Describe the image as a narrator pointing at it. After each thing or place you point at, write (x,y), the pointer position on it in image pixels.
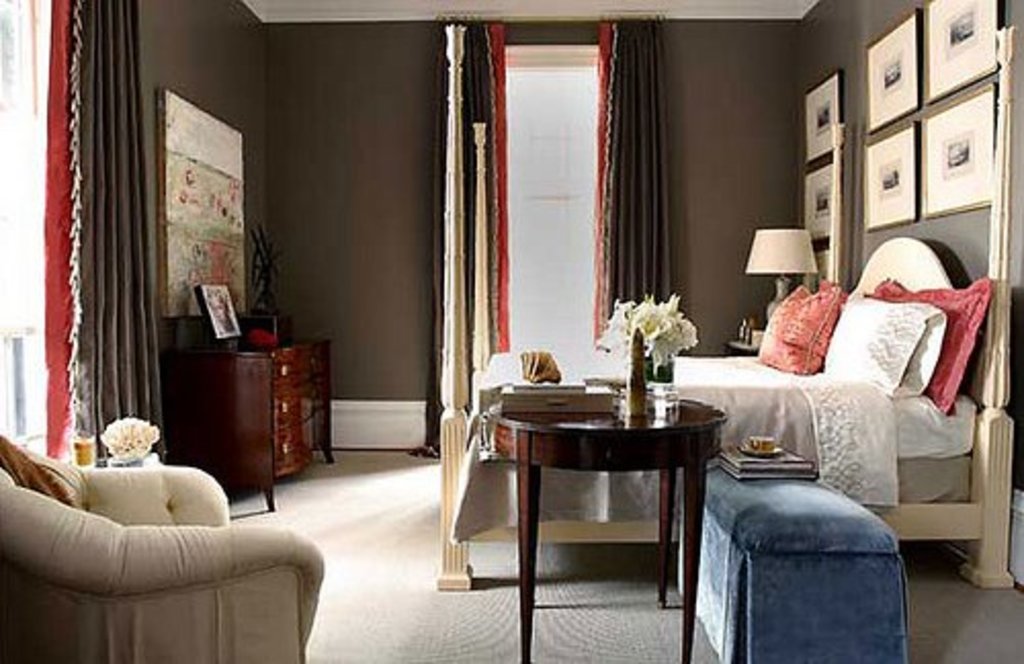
In this image we can see the sofa chair (66,653), table (587,467) on which flower vase (661,331) is kept, we can see the books (752,472) and cup (766,444) are kept here, we can see a bed (811,394) with pillows (888,383) on it and with a blanket (862,387), we can see wooden cupboard (279,366) upon which we can see photo frame (236,332) is placed, we can see table lamp (758,257), photo frames (983,133) on the wall (718,176) and curtains (53,315) in the background (651,229).
